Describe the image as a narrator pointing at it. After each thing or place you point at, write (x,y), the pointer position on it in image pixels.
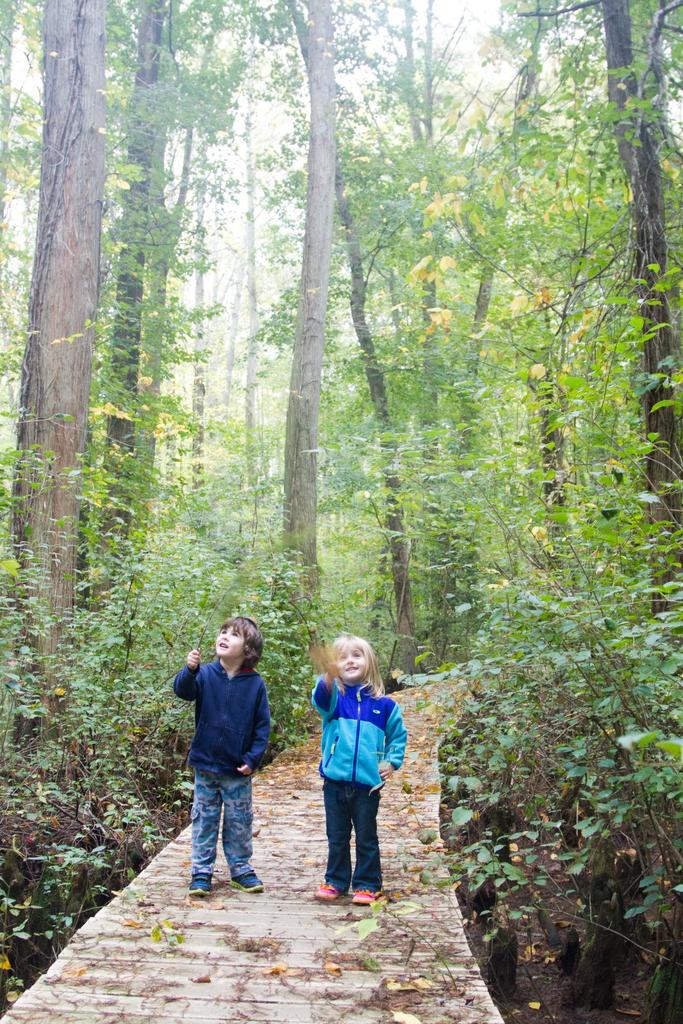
In the middle of the image (228,655) we can see a boy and a girl (364,783), they both are standing, behind to them we can see few trees (274,526).
